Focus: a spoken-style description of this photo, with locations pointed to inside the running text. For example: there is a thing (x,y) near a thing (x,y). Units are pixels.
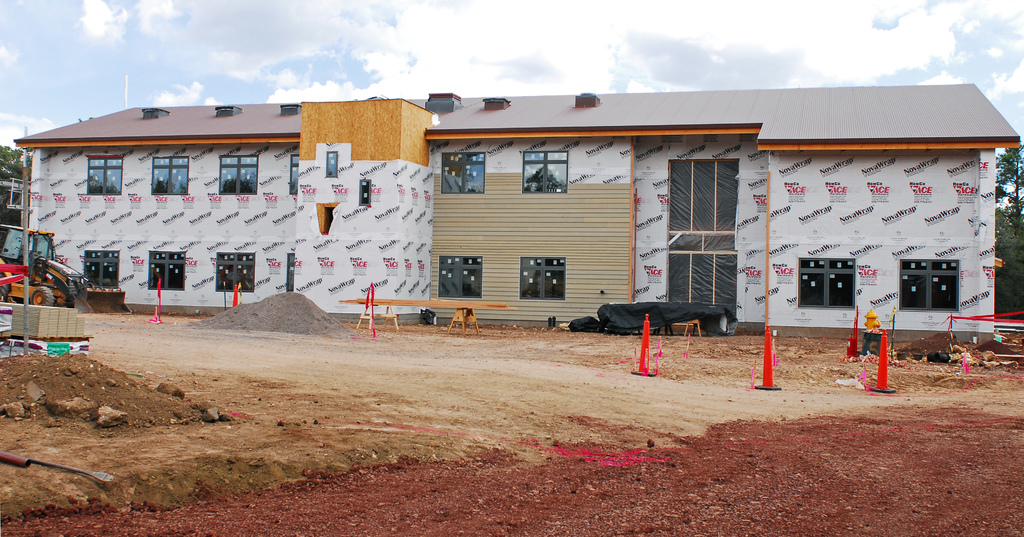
In this picture we can observe a building (494,180) which is in white color. We can observe some windows (252,181). There are red colored poles (766,358) on the ground (659,377). We can observe a land (273,406) in front of this building (893,206). On the left side (28,282) we can observe a bulldozer (41,246). In the background (12,223) there are trees (1009,237) and a sky (526,63) with some clouds (445,65).
